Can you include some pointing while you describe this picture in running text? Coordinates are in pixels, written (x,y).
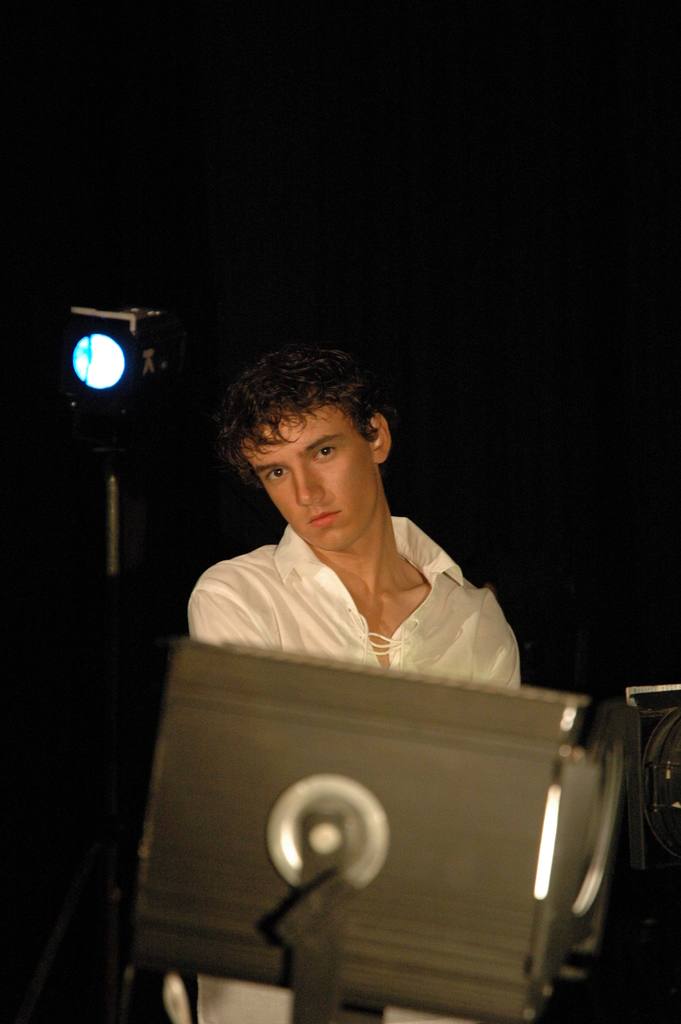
In this image, in the middle (357,652), we can see metal instrument (502,753) and a man (370,601) wearing a white color shirt (446,559). On the left side (118,409), we can also see a light (114,407). In the background (342,104), we can see black color.
